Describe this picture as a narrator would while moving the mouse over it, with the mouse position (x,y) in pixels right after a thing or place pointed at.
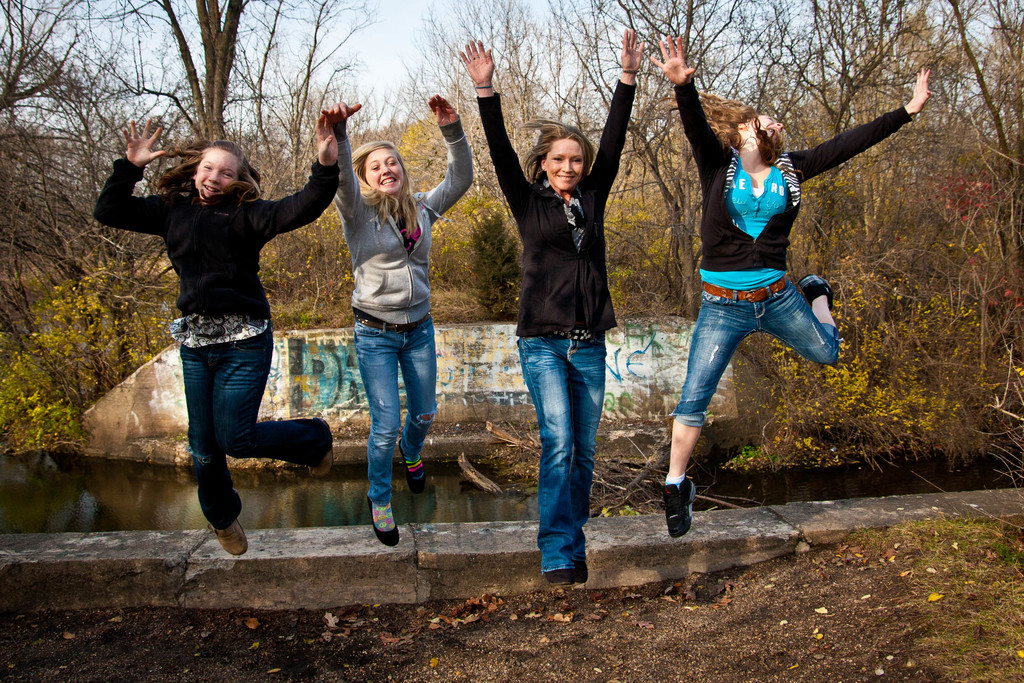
In this picture I can see four women (521,330) are smiling. In the background (510,312) I can see water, trees (628,228) and the sky (538,51). Here I can see grass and plants (946,394).
